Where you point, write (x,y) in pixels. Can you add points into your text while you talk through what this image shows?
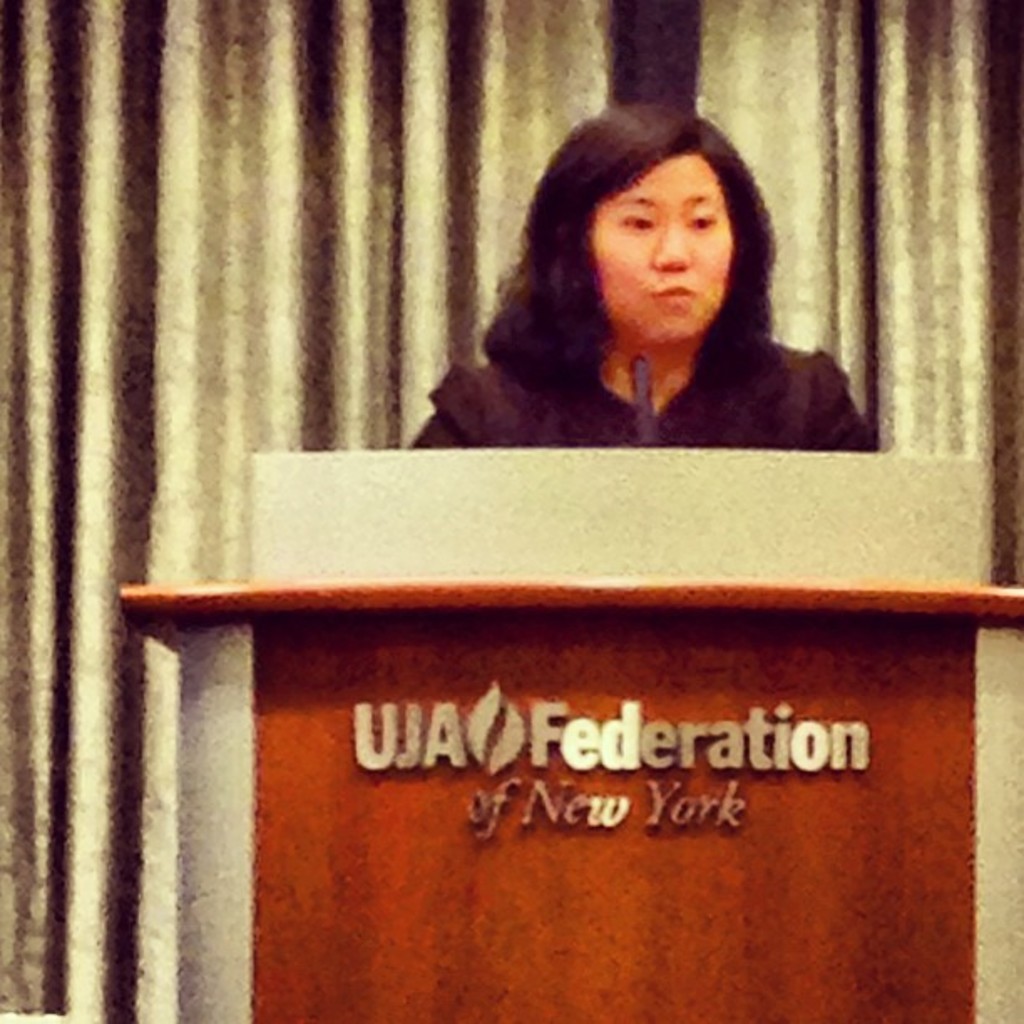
In the picture there is a woman (630,442) present near the podium (657,593), there is a microphone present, on the podium (630,520) there is a some text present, behind the woman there is curtain (793,163) present.
